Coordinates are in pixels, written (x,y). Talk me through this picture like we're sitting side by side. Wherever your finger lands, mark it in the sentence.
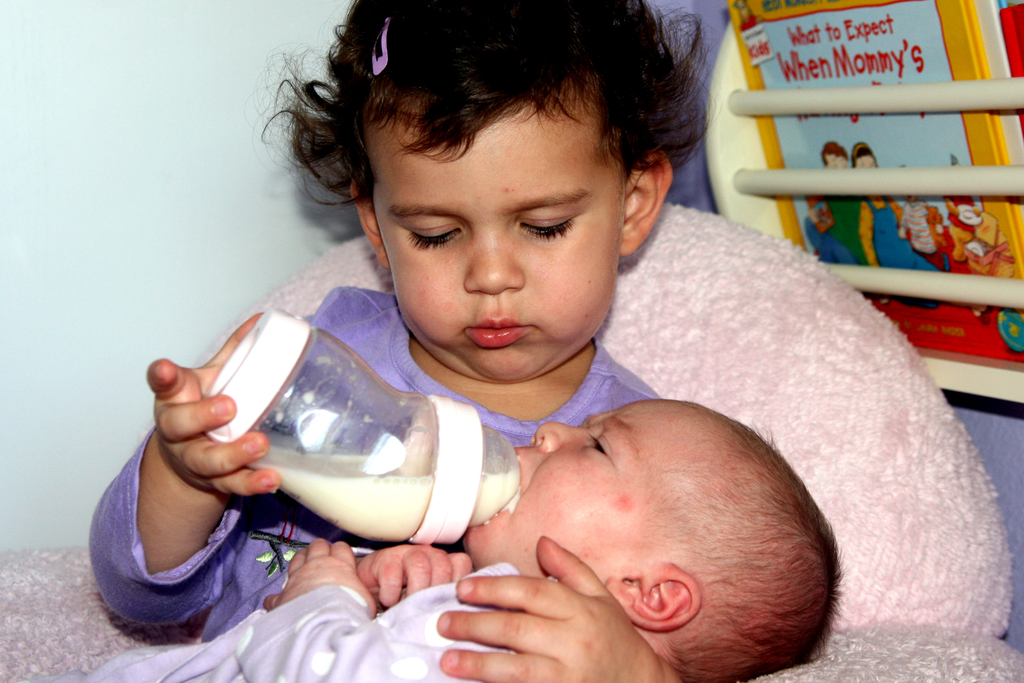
In this picture we can see two children (616,521), here we can see a bottle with milk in it and in the background (761,65) we can see a wall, book (951,236) and some objects (911,276).
